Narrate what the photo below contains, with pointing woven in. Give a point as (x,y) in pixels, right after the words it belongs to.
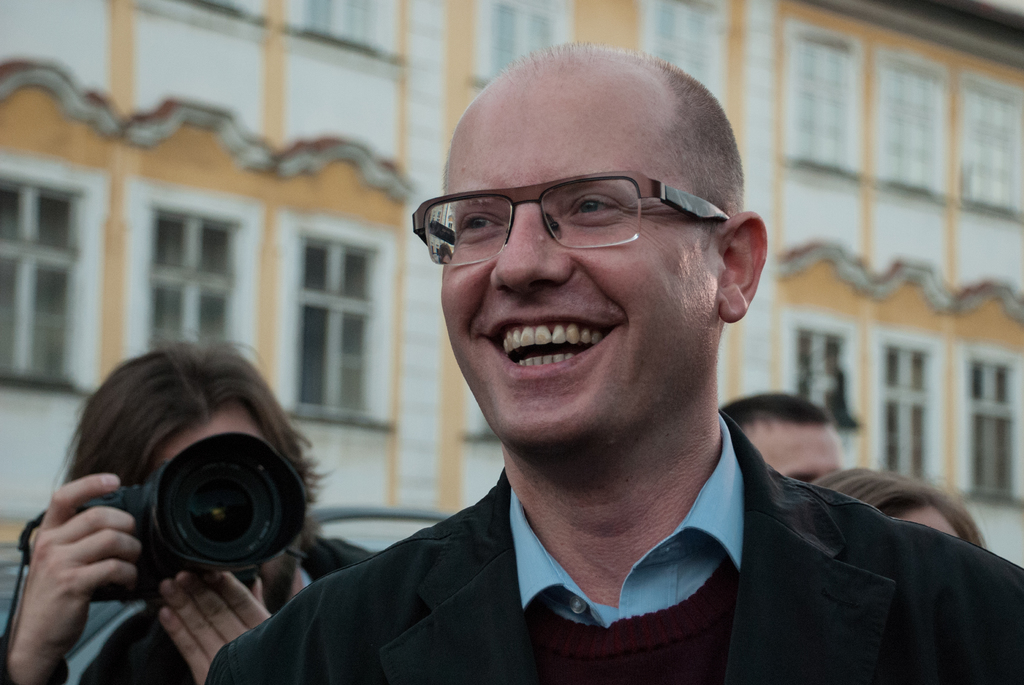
In this image there is a person (592,241) with black dress (332,660) is smiling and at the back (24,631) there is a person (27,611) holding camera (206,544). At the back (279,106) there is a building (380,308) with white color.
